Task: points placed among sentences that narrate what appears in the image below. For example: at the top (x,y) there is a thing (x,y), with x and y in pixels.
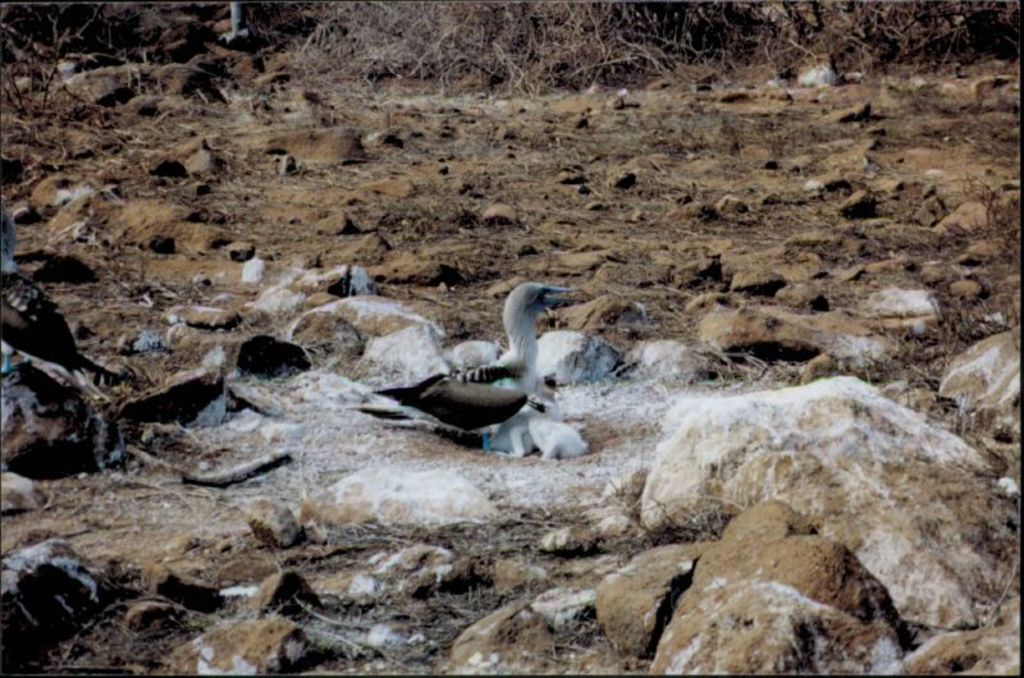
In this image we can see some birds (517,430) on the ground (474,452). We can also see some stones (416,472) and some dried branches (456,48) of the tree (396,72) on the ground (370,84).
